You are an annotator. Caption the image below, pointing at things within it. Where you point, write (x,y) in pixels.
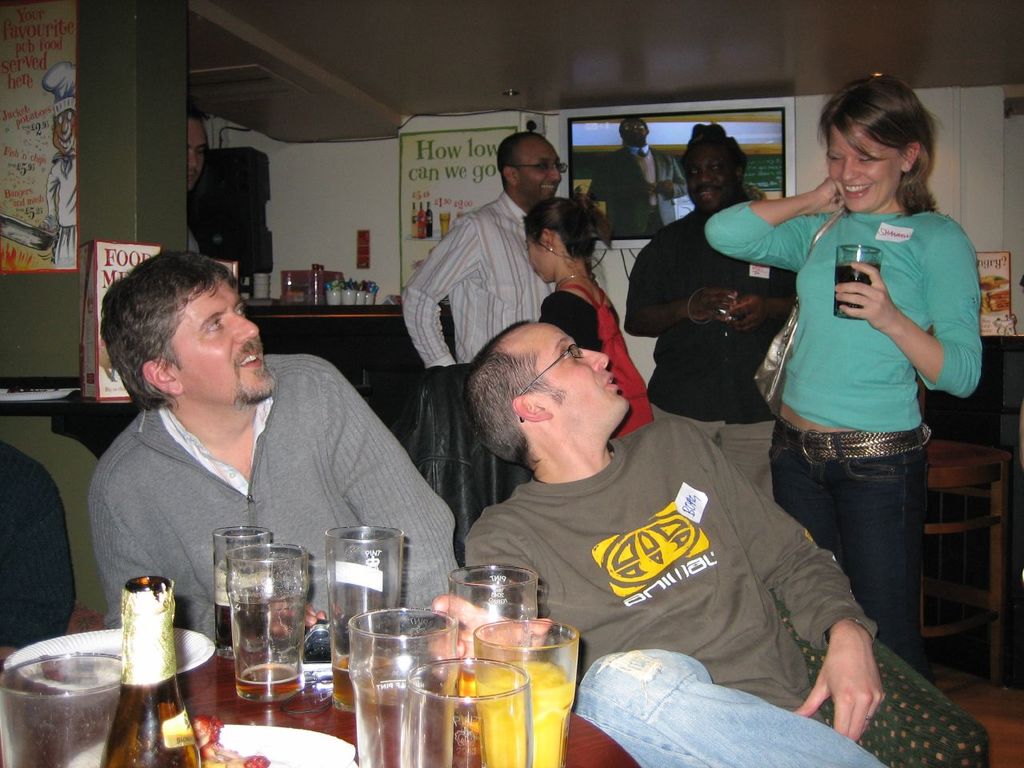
there are two men (512,499) sitting in the chairs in front of a table (278,716) on which some glasses (423,635), bottles (150,678), plates (262,728) and some food (228,750) were placed on it. There is woman (807,413) standing beside them, holding a glass (853,291) in her hand (866,299) and smiling. In the background (641,304), there are some people (570,281) standing. We can observe a television (607,165) attached to the wall (940,125) here.
